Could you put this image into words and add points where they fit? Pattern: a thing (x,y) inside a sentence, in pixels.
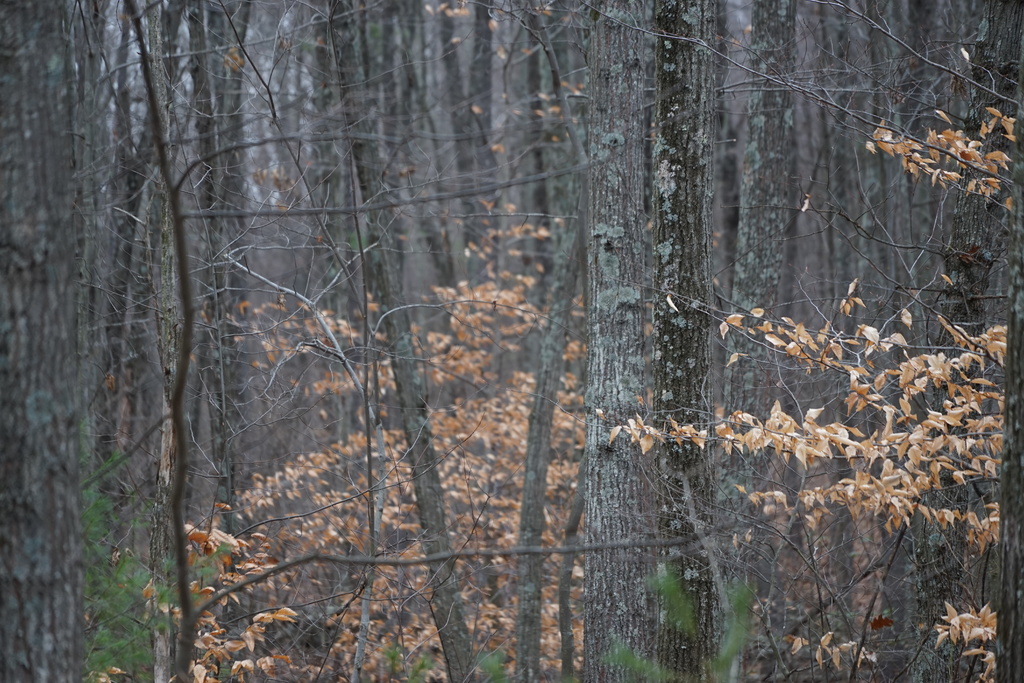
In this image, I can see tree trunks (639,388), grass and the sky (271,156). This image taken, maybe in the forest (309,617).
